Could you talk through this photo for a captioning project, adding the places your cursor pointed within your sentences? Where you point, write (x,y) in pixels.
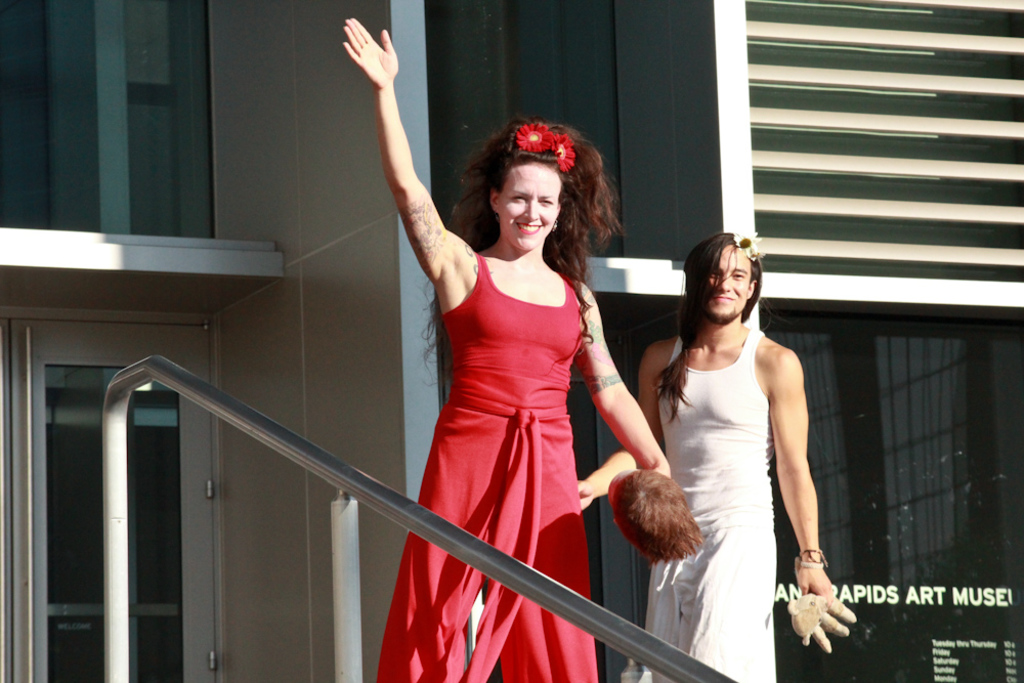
In this image we can see two persons (721,460). They are holding something in the hand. In the back (698,95) there is a building (687,150). On the building (895,582) something is written. Also we can see a handle (476,550).
